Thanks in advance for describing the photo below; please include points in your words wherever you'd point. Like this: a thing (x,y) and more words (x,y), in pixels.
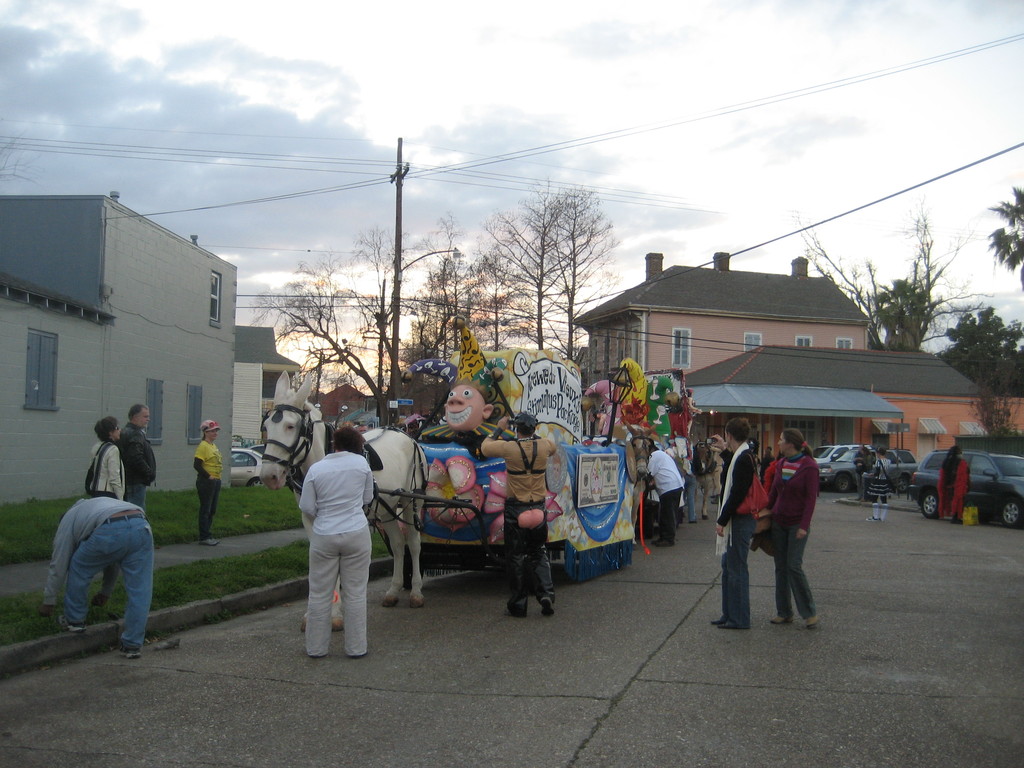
In this image we can see horse (394,459) with cart (558,446). On the cart (600,464) we can see animated characters (483,408). And there are many people (490,447). Also there are buildings (153,333) with windows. And there are trees (841,272). And there is an electric pole (396,295) with wires (396,162). On the right side (1022,474) there are vehicles (992,455). In the background (631,108) there is sky (542,74) with clouds (631,108).
